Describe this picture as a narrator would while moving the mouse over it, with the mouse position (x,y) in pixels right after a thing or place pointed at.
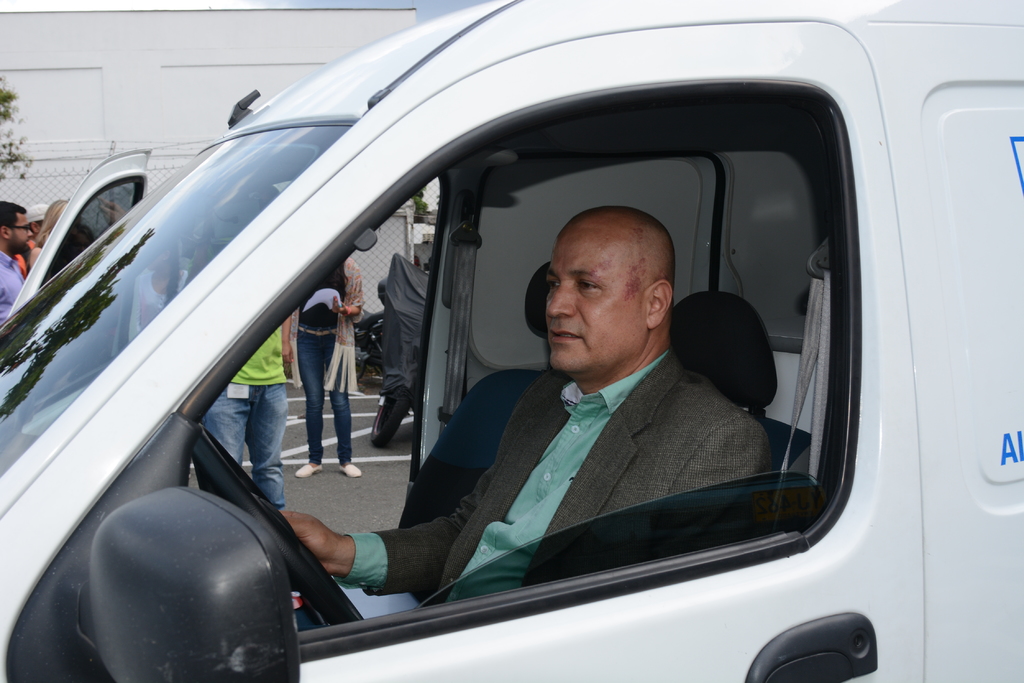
In this image there is a man (489,499) sitting in a vehicle (91,299), in the background (351,335) there are people (300,327) standing on a road (353,405) and there is fencing (404,229) and a building (215,83).
